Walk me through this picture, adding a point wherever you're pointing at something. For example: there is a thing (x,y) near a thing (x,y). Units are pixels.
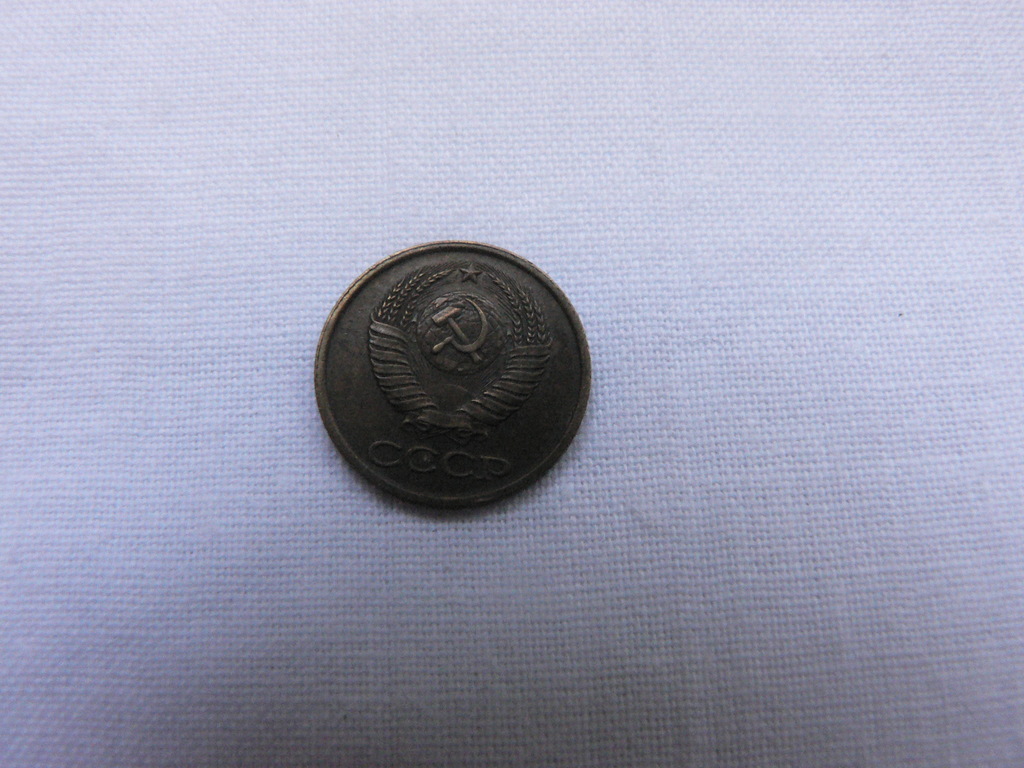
In the image there is some antique coin (545,286).
